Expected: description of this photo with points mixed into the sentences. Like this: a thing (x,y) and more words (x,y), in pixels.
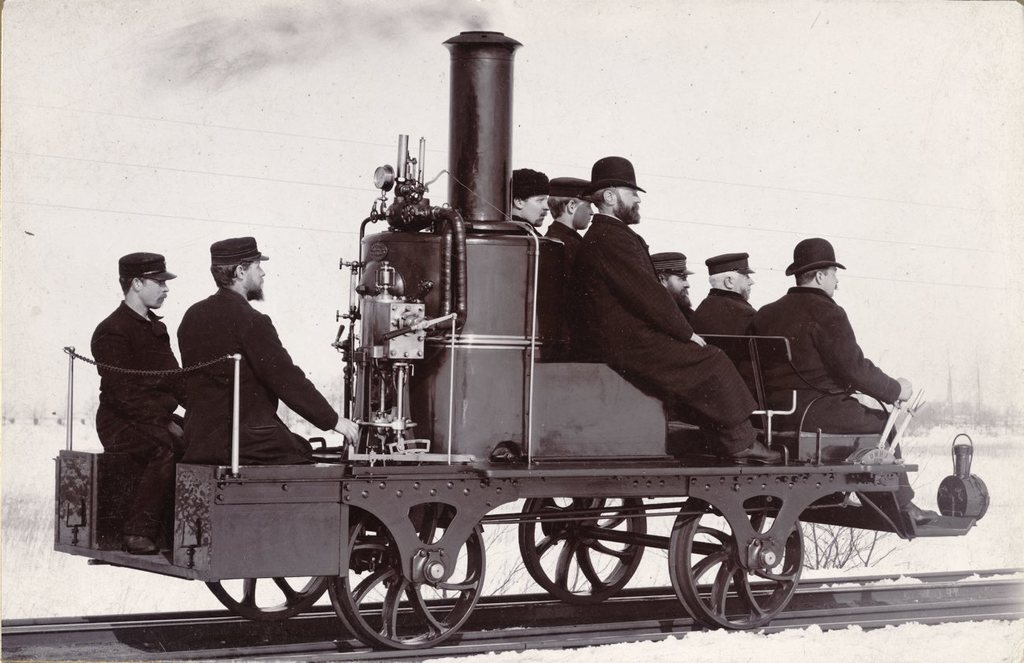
This is a black and white image of group of people (639,342) sitting on the steam engine (414,412), which is on the railway track (501,645), and in the background (976,80) there is sky (266,39).
